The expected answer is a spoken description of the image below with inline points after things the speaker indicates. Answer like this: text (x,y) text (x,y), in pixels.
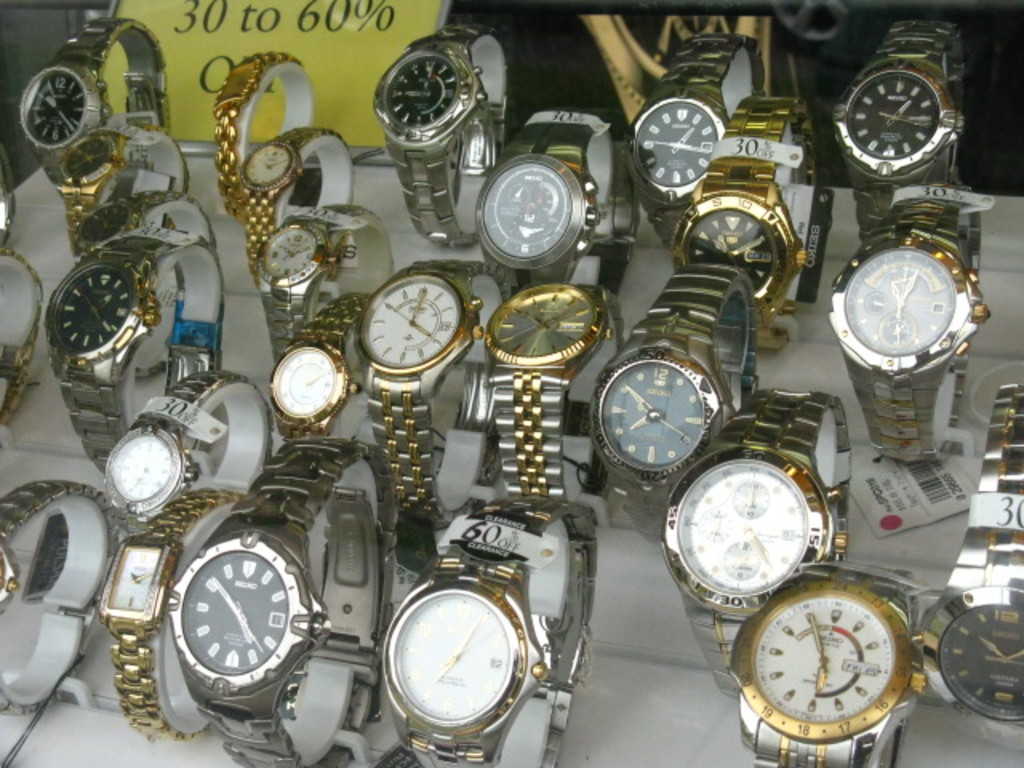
At the bottom of the image (181,752) we can see a table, on the table (181,752) we can see some watches (921,77) and banner (183,95).
